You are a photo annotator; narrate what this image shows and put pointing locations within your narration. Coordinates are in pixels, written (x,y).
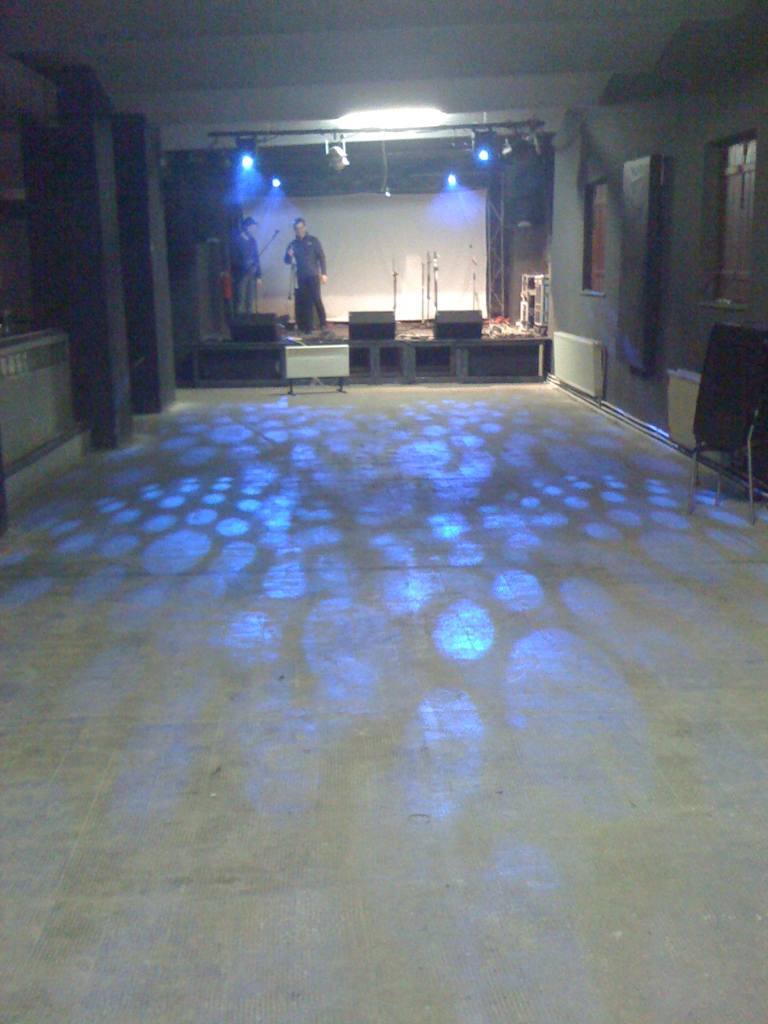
In this image I can see two persons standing and I can also see few lights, windows (606,201) and I can see the white color background (374,264).
